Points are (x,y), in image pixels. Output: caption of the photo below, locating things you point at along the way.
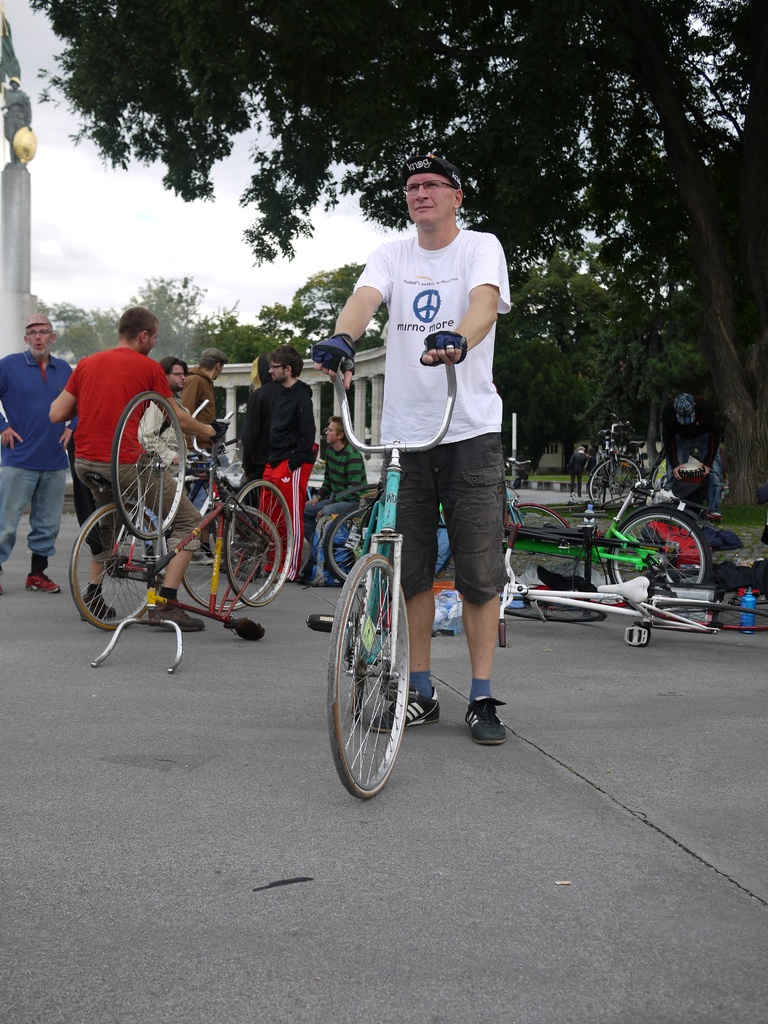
In the middle (422,680) a person (419,654) is standing and holding a bicycle (387,477). In the background (4,557) middle a group of people (271,445) standing in front of the bicycle (340,392). And few bicycles (629,551) are kept on the ground (722,510). In the top (543,106) trees (349,59) are visible and a sky (184,234) visible and a statue (17,110) visible and houses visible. This image is taken during day time on the road (559,710).
